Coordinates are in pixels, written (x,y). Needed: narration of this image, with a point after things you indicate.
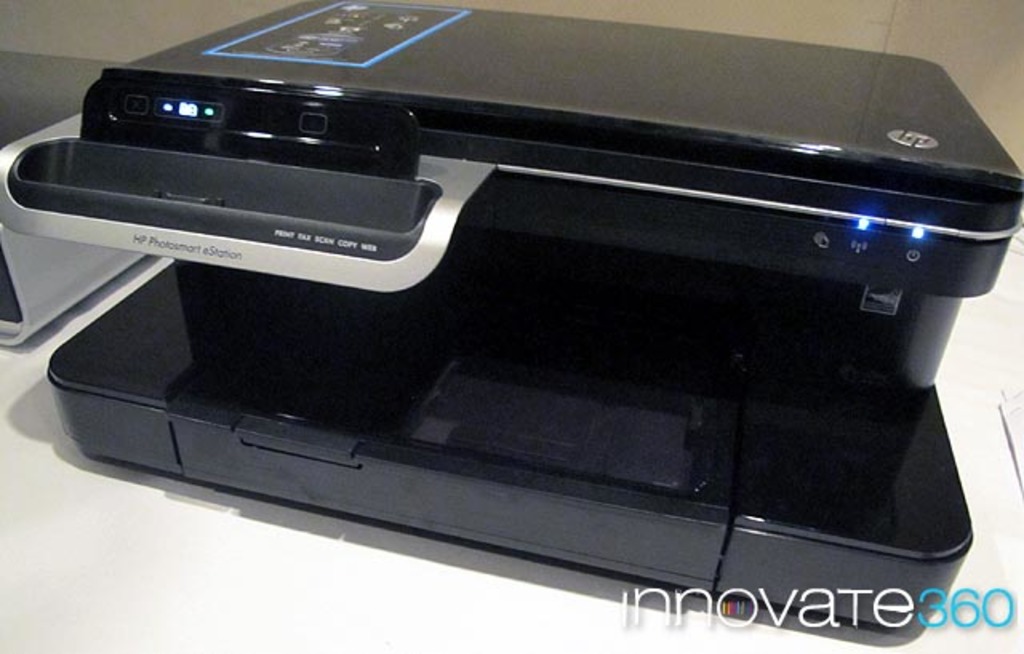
In this image we can see a printer (456,355).
